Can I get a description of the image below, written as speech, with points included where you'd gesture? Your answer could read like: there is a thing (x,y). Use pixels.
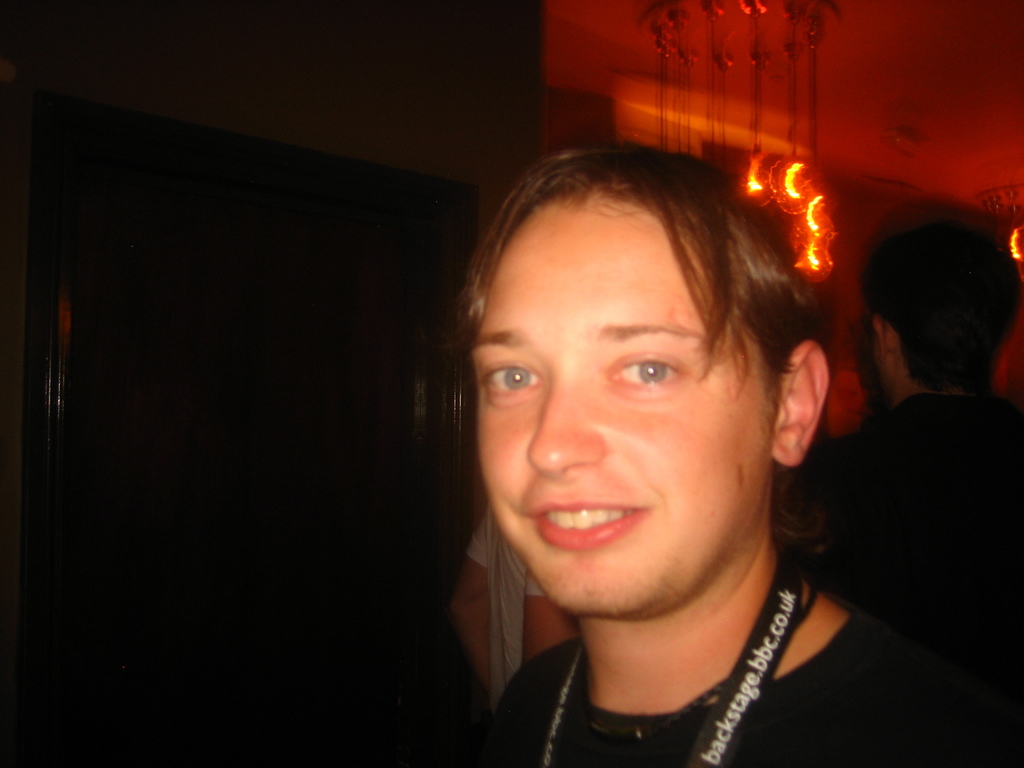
In this picture I can see a man (679,723) is smiling. The man (585,591) is wearing black color shirt (670,748) and an object (735,678). In the background (799,162) I can see some people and lights (793,195).
